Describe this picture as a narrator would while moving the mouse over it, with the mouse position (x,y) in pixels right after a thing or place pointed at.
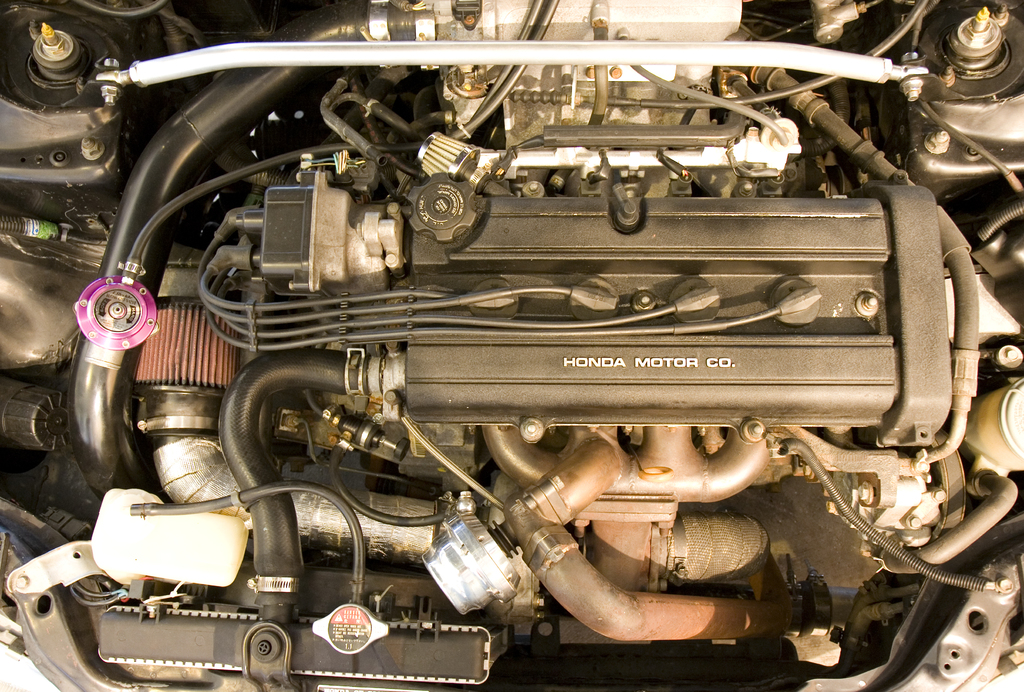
In this image we can see parts (280,425) of a vehicle (423,433), engine (432,352), pipes (605,171), cables (14,224) and rod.
